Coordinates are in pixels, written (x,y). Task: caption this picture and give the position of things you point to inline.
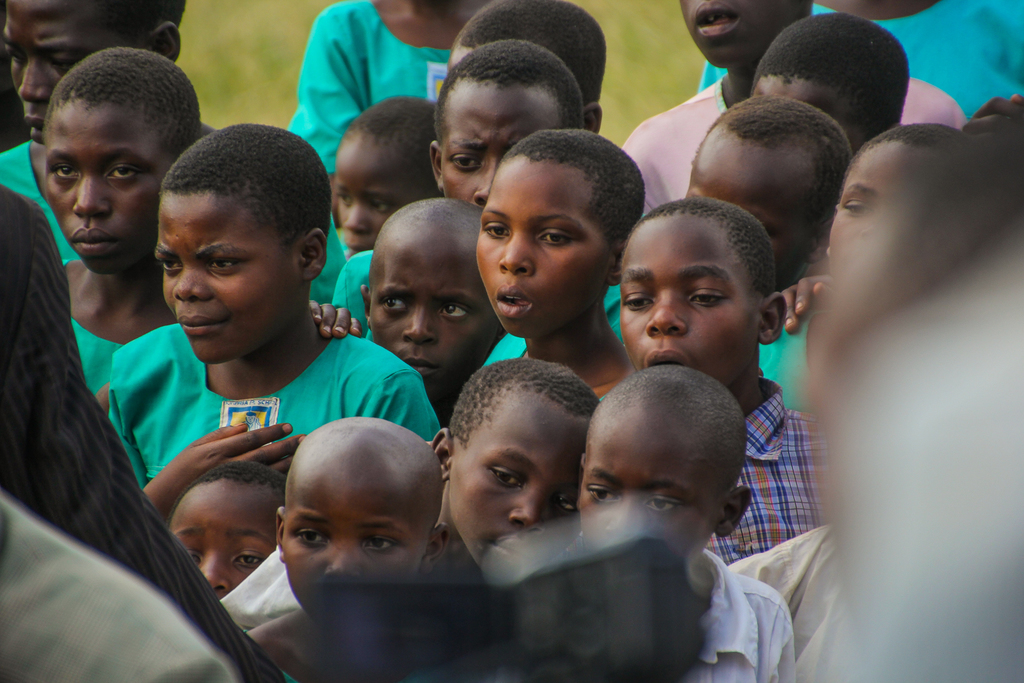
In this image we can see a group of people (730,526).
